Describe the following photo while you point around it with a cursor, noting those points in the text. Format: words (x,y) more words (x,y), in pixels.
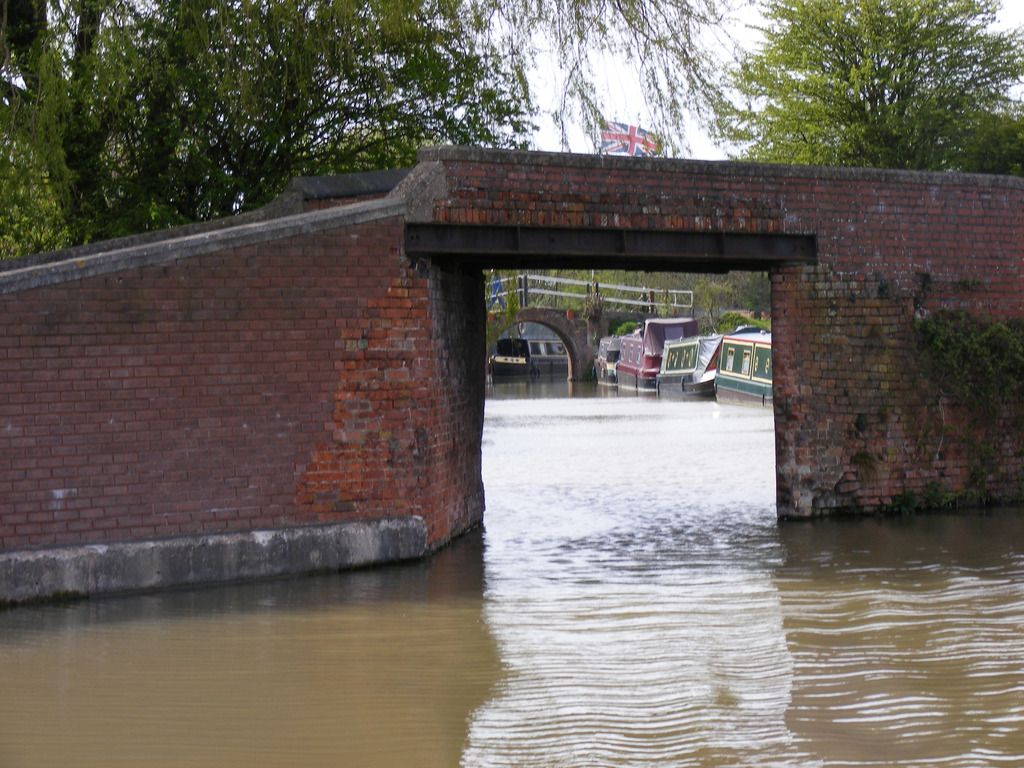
In this image we can see the boats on the water (512,401), also we can see a bridge (587,334) and the wall (324,367), there are some trees (322,91), and a flag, in the background (534,0), we can see the sky (534,0).
